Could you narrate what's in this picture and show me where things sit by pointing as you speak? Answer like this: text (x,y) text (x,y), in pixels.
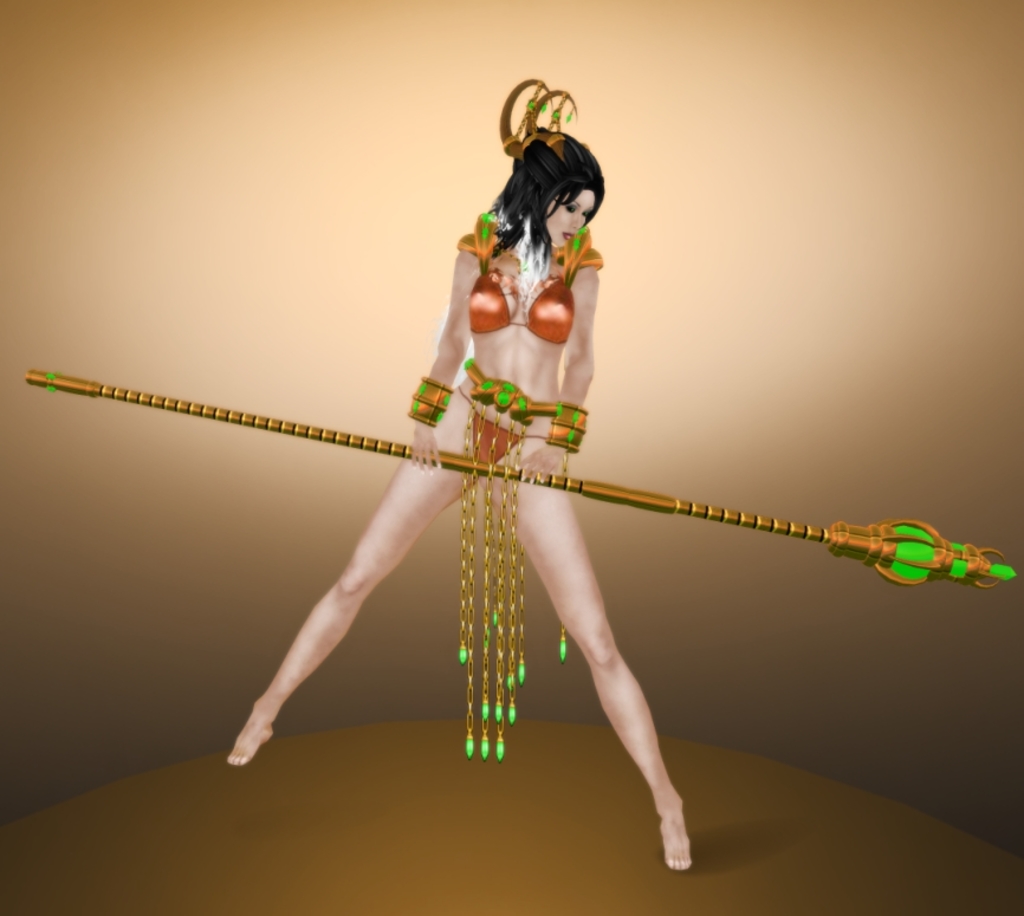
In the foreground of this animated image, there is a woman (553,459) standing and holding a magic stick (817,540) and a creamy background (524,109).
